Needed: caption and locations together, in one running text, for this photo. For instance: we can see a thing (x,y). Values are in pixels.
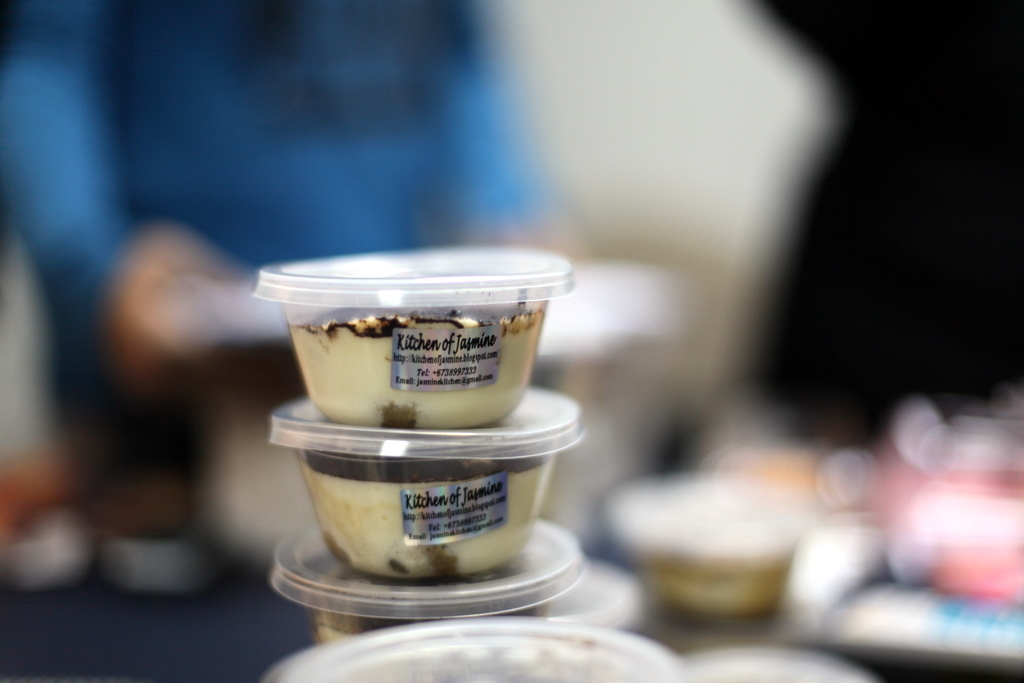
In the center of the image (530,289) there are ice cream cups (582,627) arranged one above the other.
